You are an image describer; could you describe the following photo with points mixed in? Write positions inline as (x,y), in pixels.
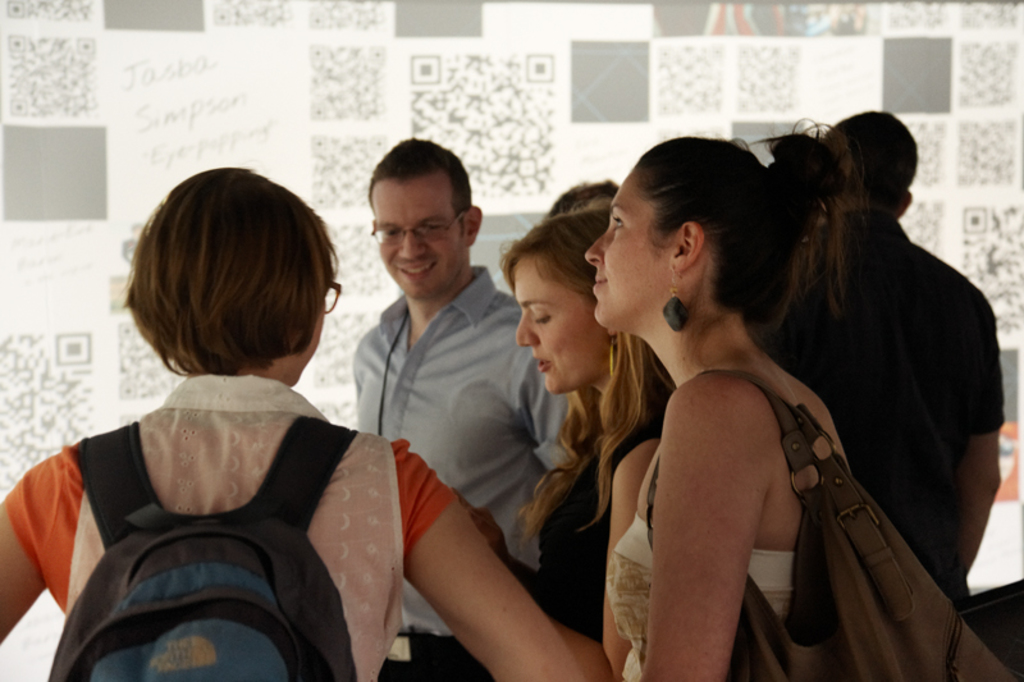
In this image there are few men (357,387) and women (708,282) standing and smiling, the women (725,322) are wearing bags (321,484).
